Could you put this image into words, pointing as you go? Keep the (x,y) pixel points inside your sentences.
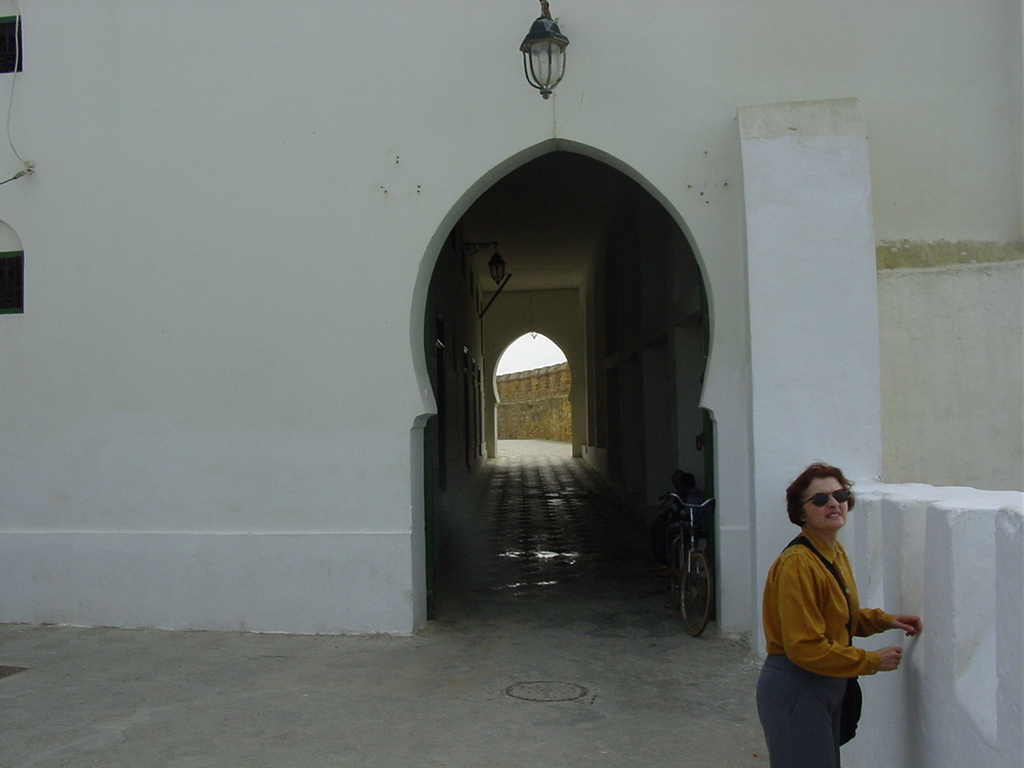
In this image I can see a white color building (209,352), bicycle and woman (811,558) is standing. The woman (836,614) is wearing a bag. Top I can see a light (557,51).
